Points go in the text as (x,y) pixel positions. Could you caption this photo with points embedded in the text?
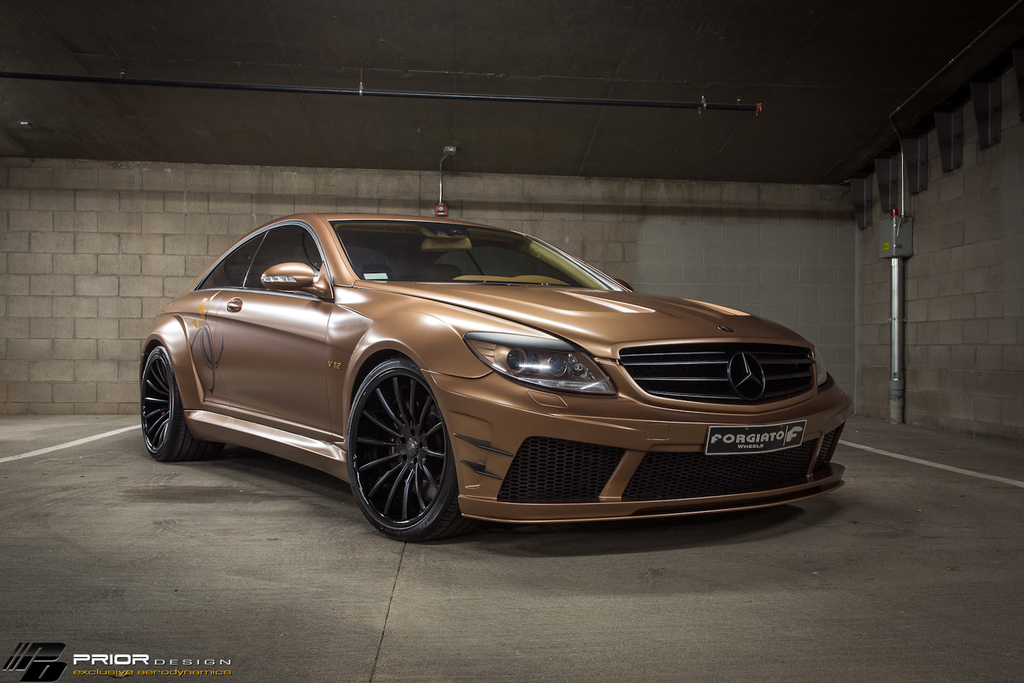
In this picture we can see a car (425,360) in the front (405,322), in the background (558,226) there is a wall (840,349), on the right side (892,346) it looks like a pipe (892,346), there is a ceiling (406,108) at the top of the picture (365,96), at the left bottom (119,673) we can see some text (119,673).
